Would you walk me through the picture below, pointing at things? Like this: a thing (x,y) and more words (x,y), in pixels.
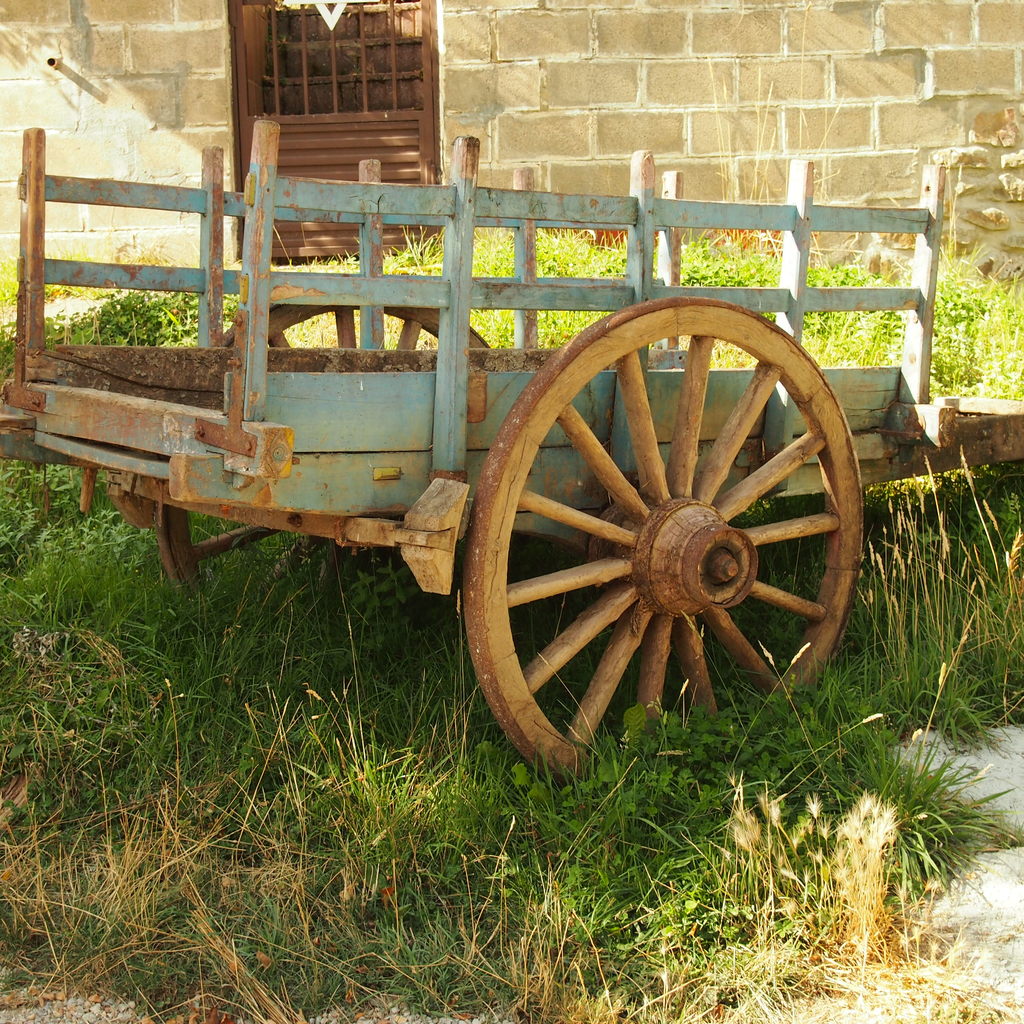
In this picture we can see a cart (554,593) on the ground (754,714), plants (293,343), door (315,243) and in the background (22,31) we can see the wall (627,105).
